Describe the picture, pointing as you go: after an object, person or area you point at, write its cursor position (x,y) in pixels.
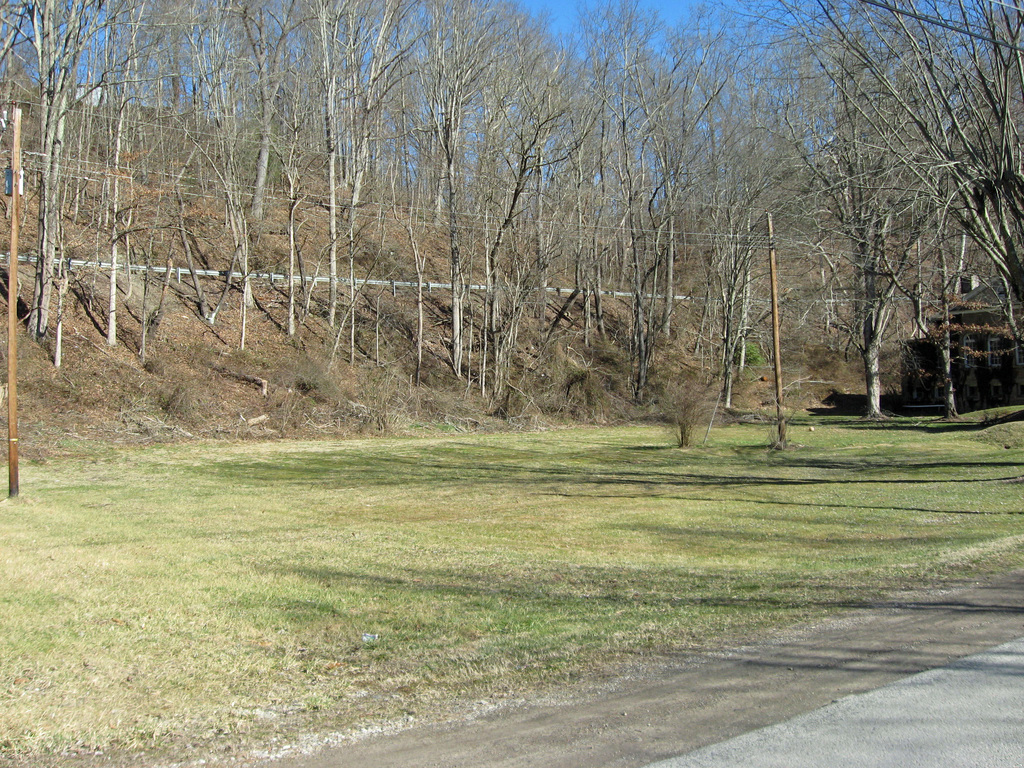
In the image there is a grass surface (306,521) and around the grass (532,441) there are many dry trees (584,270).
